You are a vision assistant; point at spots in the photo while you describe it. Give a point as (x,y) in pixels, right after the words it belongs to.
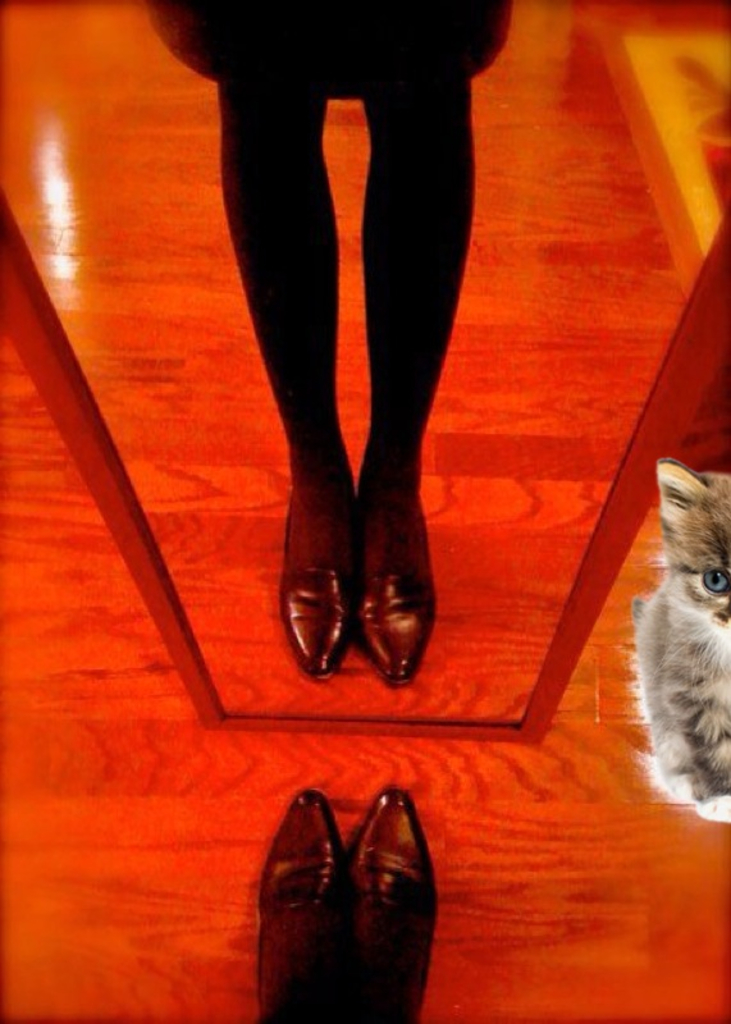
In this picture, we can see person's leg (361,1018), ground (523,889), a cat (664,777), and we can see the mirror (576,93), and we can see the reflection (391,611) of the person (380,620) on the mirror (438,454).
